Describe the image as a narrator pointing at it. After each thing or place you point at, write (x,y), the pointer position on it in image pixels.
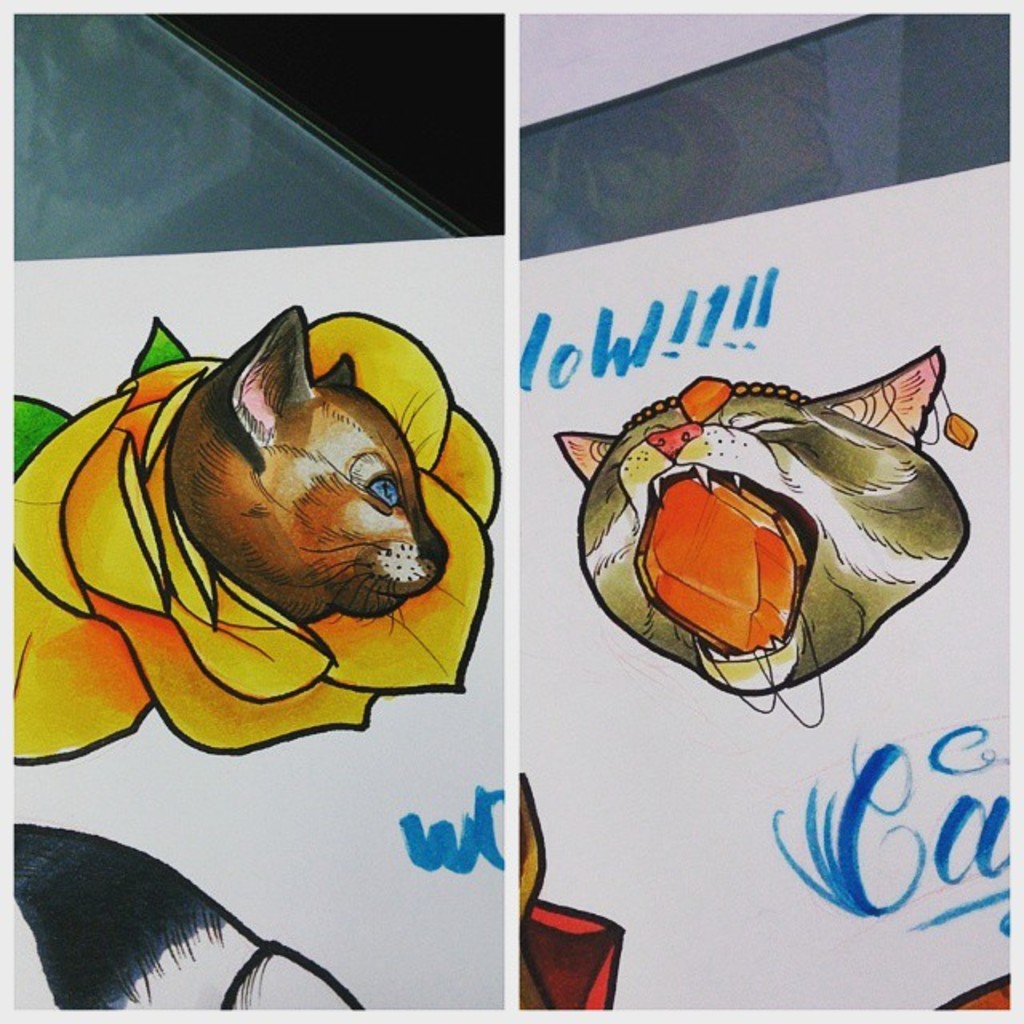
This picture contains the paintings (183,636) of the flower (195,583) and a cat (178,454). On the left side (232,577), we see the painting (308,684) of the flower (223,576) which is yellow in color. On the right side (945,551), we see the painting (731,403) of a cat (726,659). We see some text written in blue color. In the background (449,968), it is white in color.
